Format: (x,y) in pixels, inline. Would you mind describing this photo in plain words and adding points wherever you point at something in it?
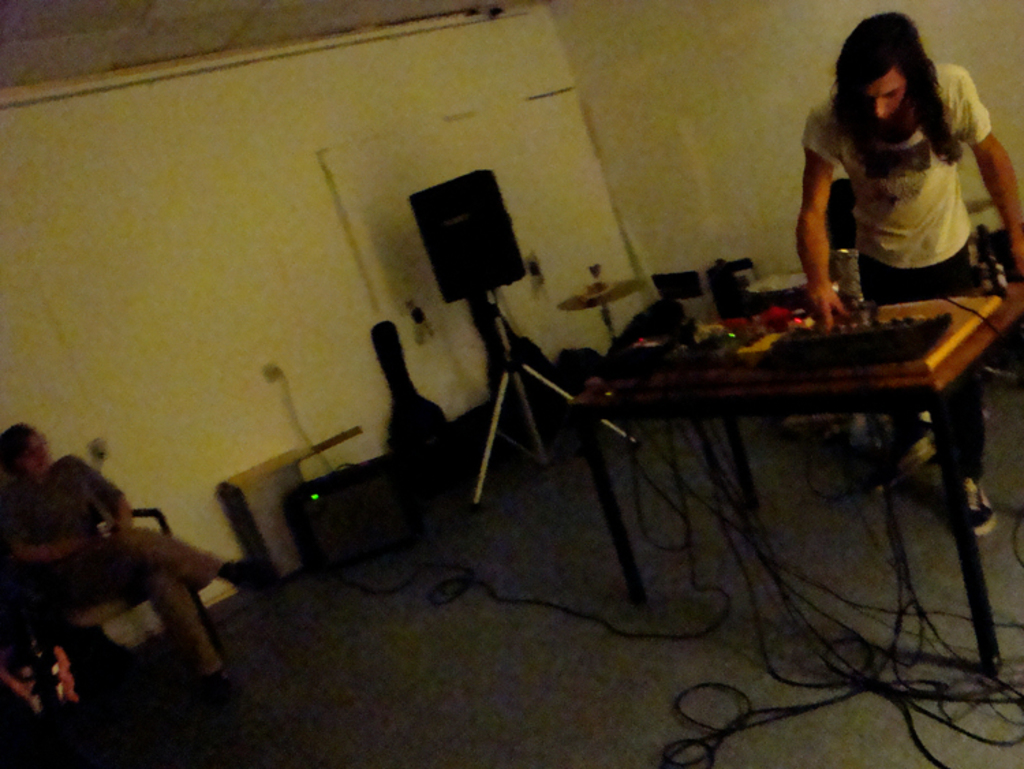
In this picture, there is a man (895,182) who is standing in front of a table (931,310), operating some music system (700,341) which is placed on it. In the background (464,284) there is a speaker (462,264), guitar (411,417) and a wall (195,254) here. We can observe a man (74,531) sitting in the chair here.
